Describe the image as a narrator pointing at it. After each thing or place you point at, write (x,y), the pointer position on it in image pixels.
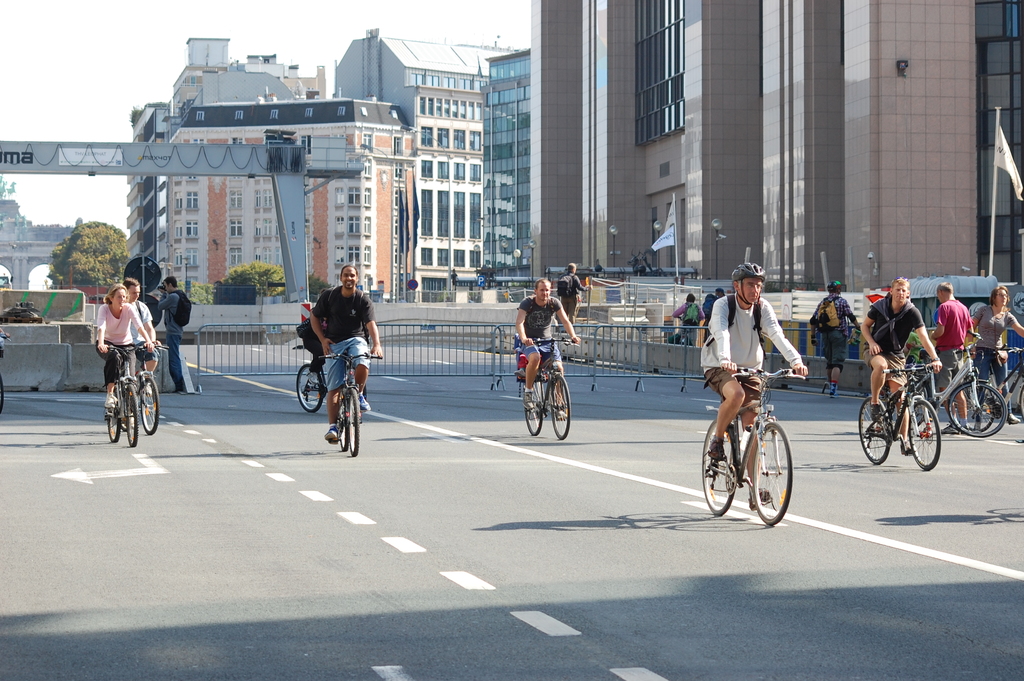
In this image we can see a group of people (145,338) riding bicycles (967,348). In the center of the image (568,302) we can see some people (173,317) standing on the road (214,378), one person (167,303) is holding a camera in his hand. On the right side of the image (1003,146) we can see some flags (1016,170) on poles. In the background (990,194), we can see a group of buildings (761,251) with windows (1006,205), metal frames (287,188) and group of trees (99,276). At the top of the image (46,15) we can see the sky (352,22).
